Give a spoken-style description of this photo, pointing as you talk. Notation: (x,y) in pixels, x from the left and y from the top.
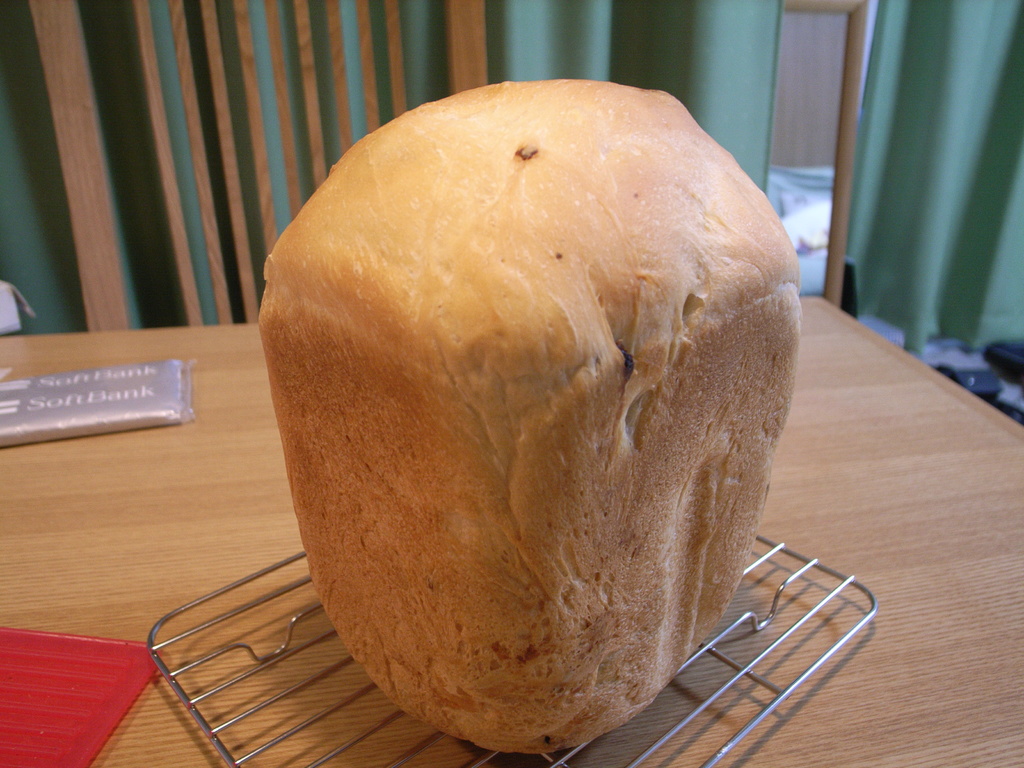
In this image we can see a wooden surface (175,483). On that there is a steel stand (269,666) and some other things (110,668). On the stand (321,661) there is a food item (473,444). In the back (935,172) there are curtains (924,130). Also there are wooden poles (395,65).
